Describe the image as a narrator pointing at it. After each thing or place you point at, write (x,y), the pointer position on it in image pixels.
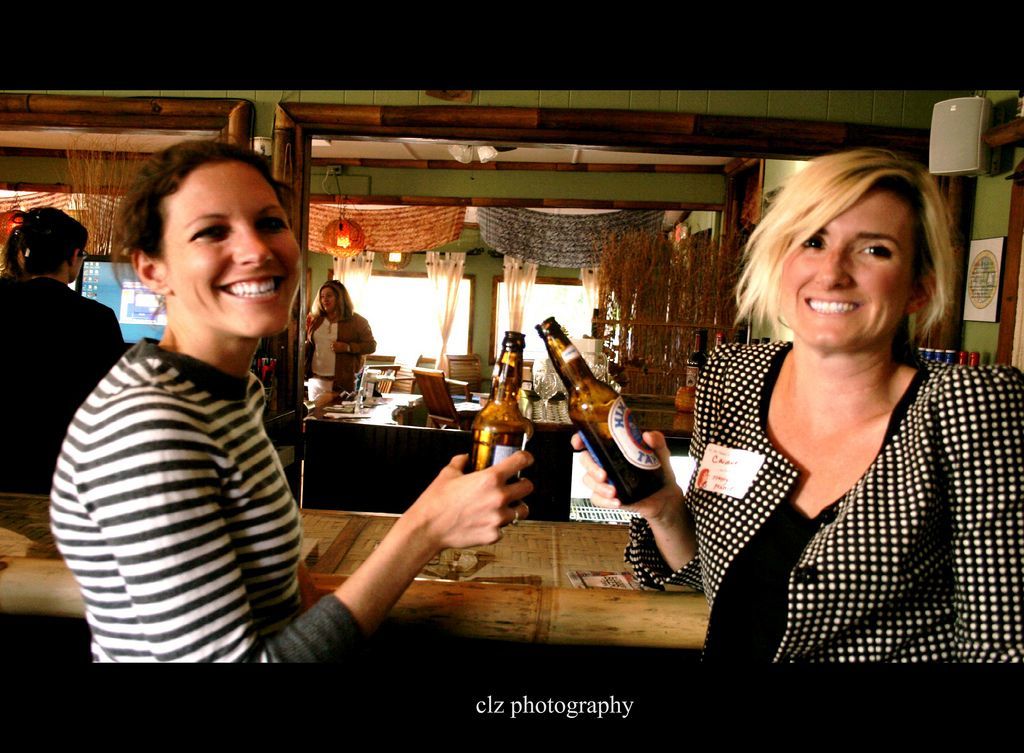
In this image i can see 2 woman (799,616) holding glass bottles (601,460) in their hands (490,500), both of them are smiling. In the background (308,330) i can see few women (114,347) standing, a lamp (330,248) and windows (433,316) with curtains (452,282).
